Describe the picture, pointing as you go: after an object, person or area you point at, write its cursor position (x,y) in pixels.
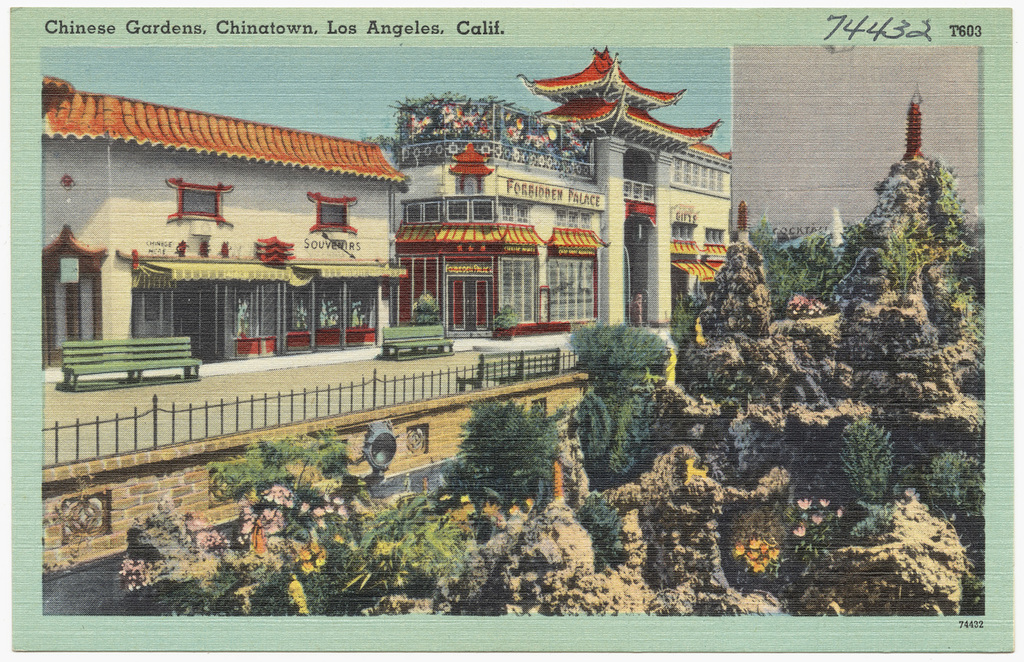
In the picture we can see a painting (424,594) with a number of trees (364,585) and beside it, we can see some rock hill (895,436) beside it, we can see a railing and behind it, we can see a path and some benches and behind it we can see some buildings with shops (368,194) and behind it we can see a sky (321,118).
